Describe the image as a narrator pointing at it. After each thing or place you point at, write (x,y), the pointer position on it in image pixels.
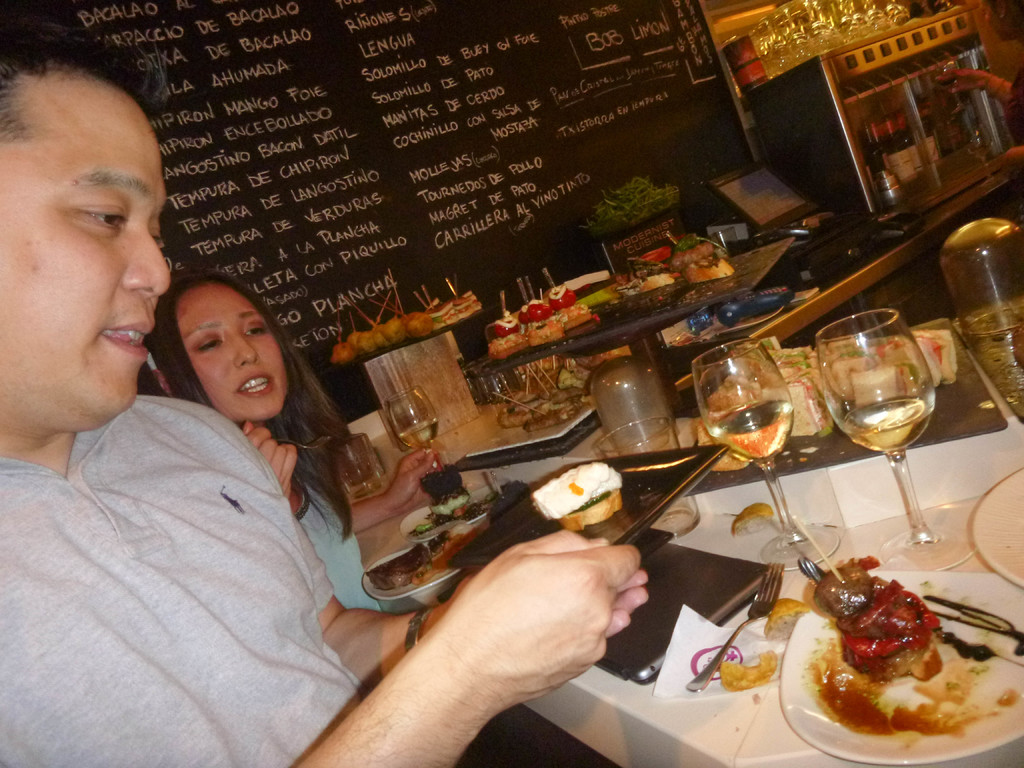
There is a man (193,643) holding a plate (554,520) with food item (568,486). Near to him there is a lady (263,401) holding a glass (400,433). In front of them there is a table (708,720). On that there are plates (815,712), glasses (741,446), forks (769,586), laptop (695,580) and many other things (498,428). On the plates (494,440) there are food items (858,635). In the back (343,138) there is a wall (417,120) with something written on that.
